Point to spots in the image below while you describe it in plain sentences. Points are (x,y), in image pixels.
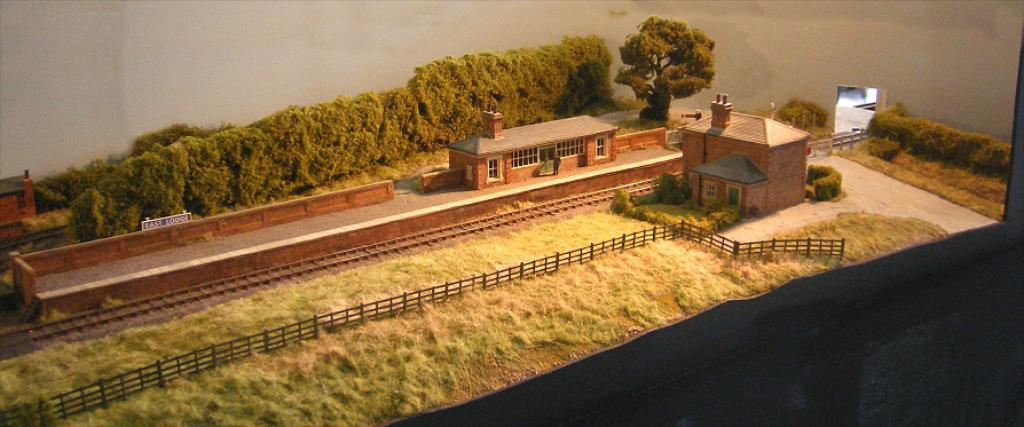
This image is an art. In the middle (365,207), there are houses (749,174), platform (569,170), railway track (426,232), trees (249,158), fence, grass (615,293). On the right (901,124) there are plants (917,146), grass (916,170) and land (851,203).
